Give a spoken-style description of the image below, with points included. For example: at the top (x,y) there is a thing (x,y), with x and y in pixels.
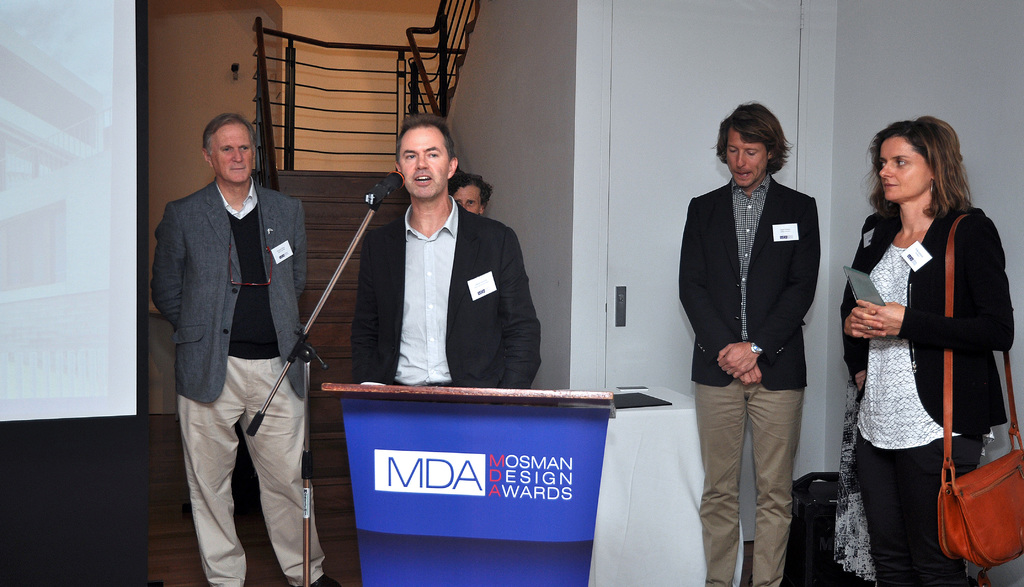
In this image there are people (226,302) standing and a man (411,284) standing near a podium (445,433) and there is a mike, in the background (352,224) there are stairs (336,178) and walls (653,84).
